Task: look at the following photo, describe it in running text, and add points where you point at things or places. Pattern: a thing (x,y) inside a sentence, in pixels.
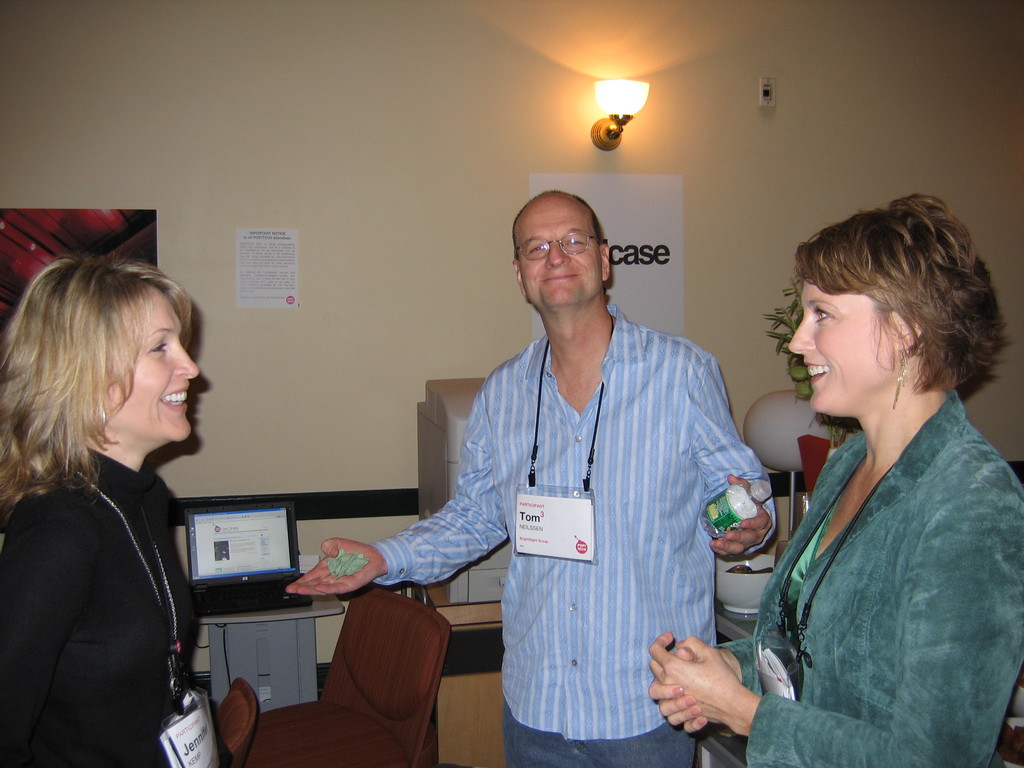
This picture is clicked inside. In the foreground (681,699) we can see the two women (15,687) smiling and standing and there is a man (617,407) wearing blue color shirt (647,433), holding some objects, smiling and standing. In the background (402,680) we can see the chair (358,633), laptop (306,602) and some other items (823,446) are placed on the top of the table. In the background (631,92) we can see the wall mounted lamp (629,105) and we can see the posters (284,264) attached to the wall (712,242) on which we can see the text (270,258) and we can see the house plant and many other objects (811,480).
